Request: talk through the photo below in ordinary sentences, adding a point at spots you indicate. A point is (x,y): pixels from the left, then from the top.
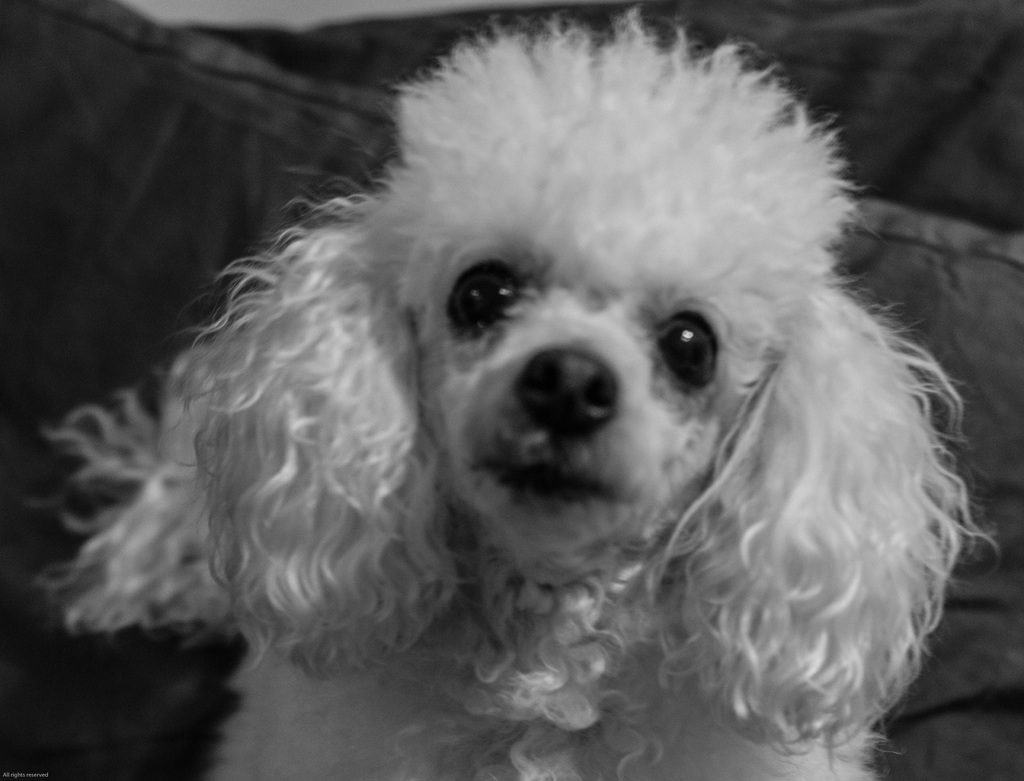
It is the black and white image in which we can see there is a puppy (601,518) in the middle (549,445). In the background (219,264) it looks like a cushion (209,224).
